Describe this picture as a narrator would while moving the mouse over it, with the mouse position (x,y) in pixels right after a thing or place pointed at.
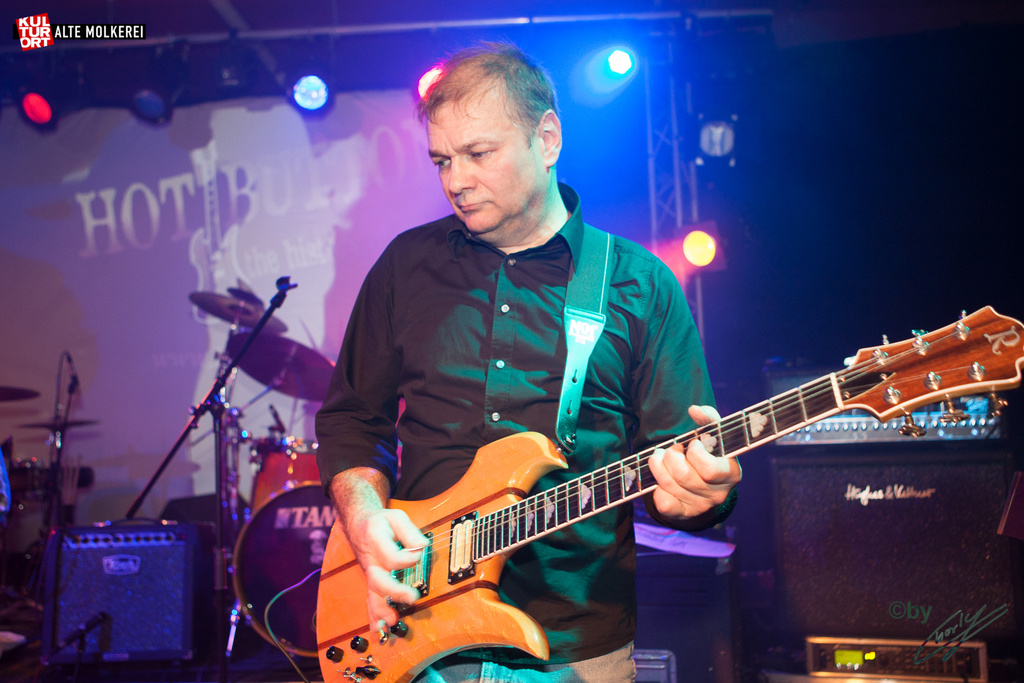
In this image I see a man (558,677) who is holding a guitar (454,486). In the background (227,508) I see few musical instruments (335,361), and equipment (283,303) and lights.
